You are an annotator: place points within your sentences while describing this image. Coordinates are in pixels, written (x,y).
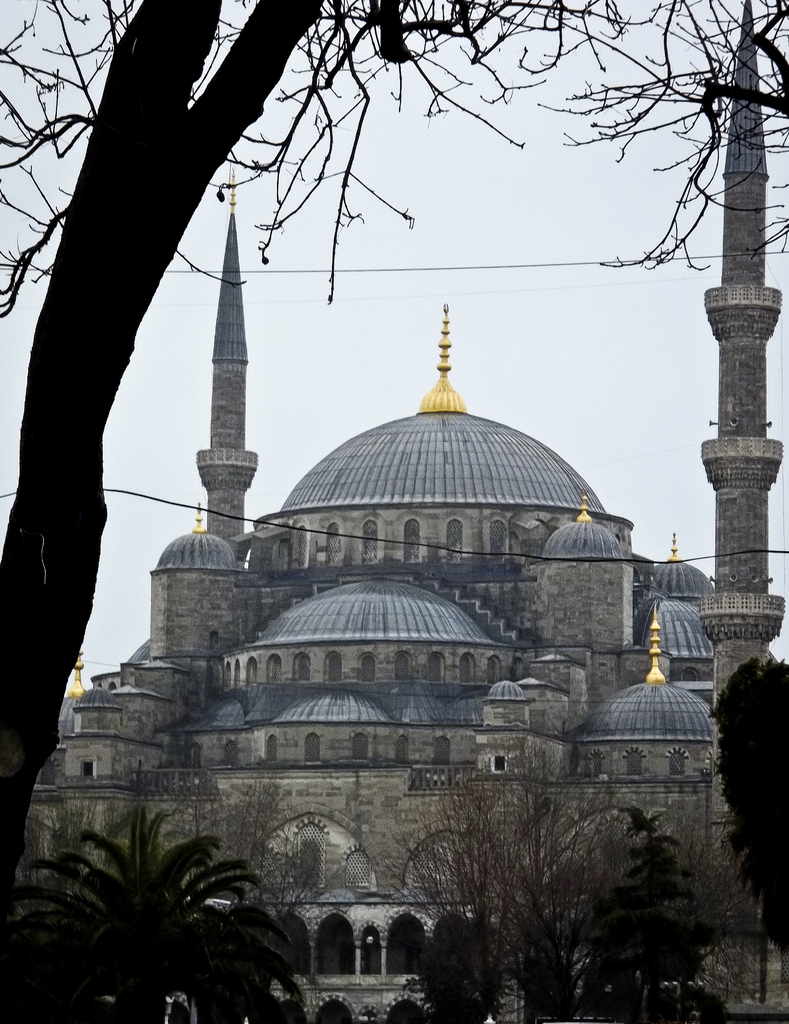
In the image I can see some buildings (461,433) and around there are some trees (12,724) and plants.
